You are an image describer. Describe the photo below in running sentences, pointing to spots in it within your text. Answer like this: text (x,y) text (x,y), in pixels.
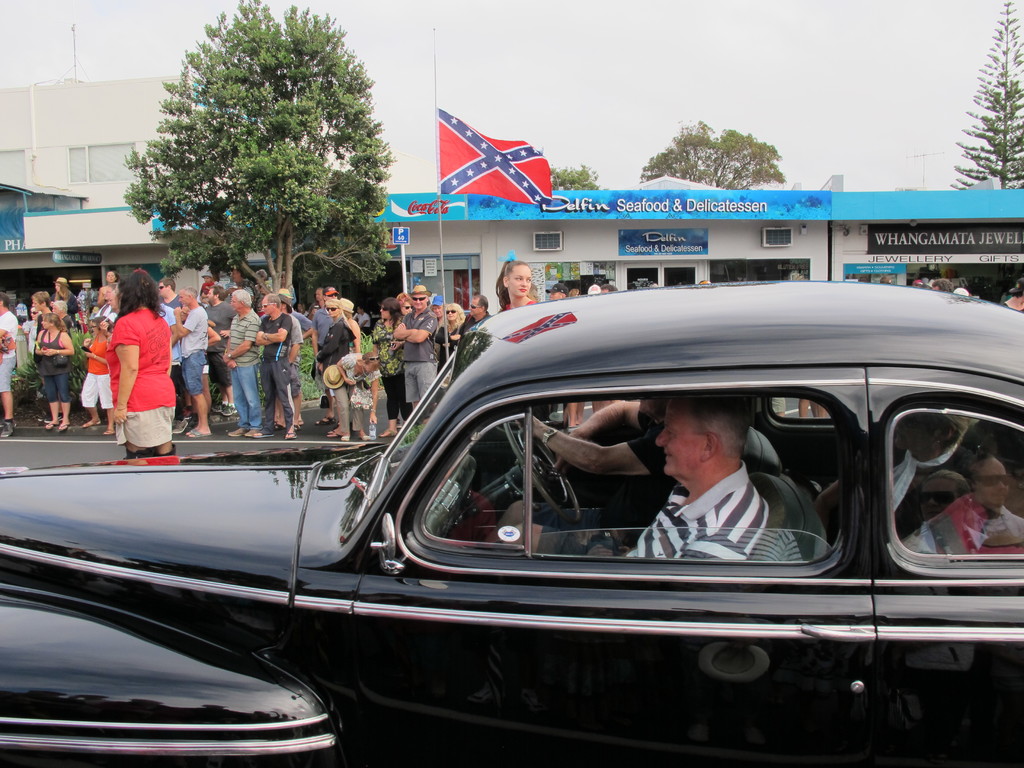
This picture describes about group of people (640,544), few people (181,333) are standing and few people (640,507) are seated in the car (753,598), in the background (343,277) we can see few trees (255,137), buildings (503,250) and a flag (497,147).
